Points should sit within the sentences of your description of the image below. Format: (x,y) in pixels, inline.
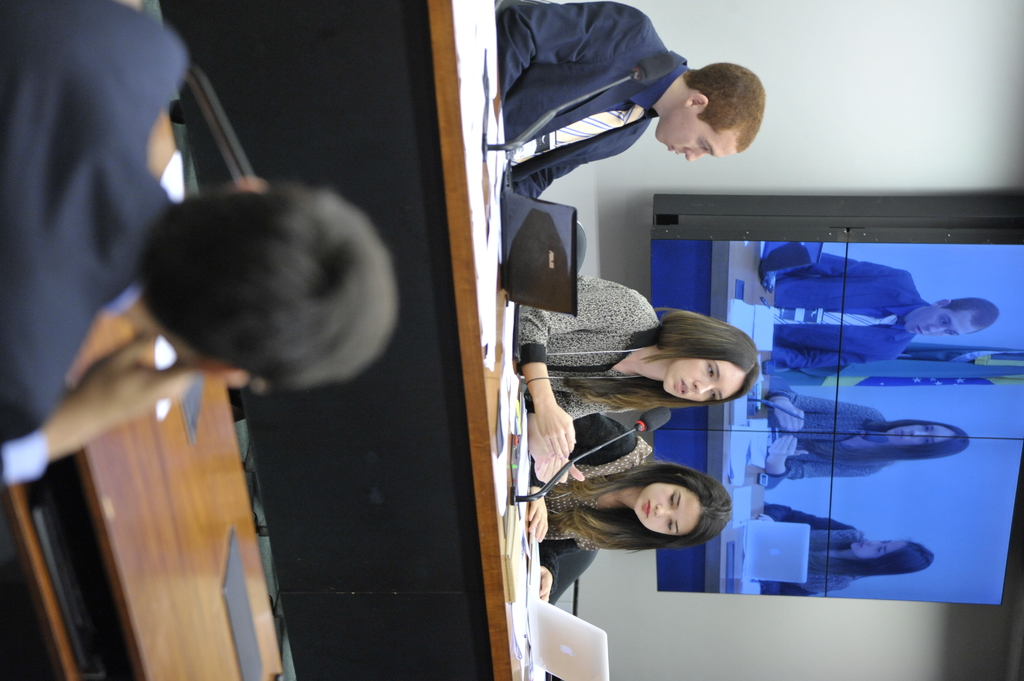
Here in this picture we can see three people (602,279) sitting on chairs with table (497,157) in front of them having laptops (564,286) and microphones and files (507,564) on it over there and the woman (544,430) in the middle (536,424) is speaking something in the microphone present over there and behind them we can see monitor screen (956,262), in which they are focused and in front of them also we can see other people (139,391) sitting with tables (151,505) in front of them over there.
